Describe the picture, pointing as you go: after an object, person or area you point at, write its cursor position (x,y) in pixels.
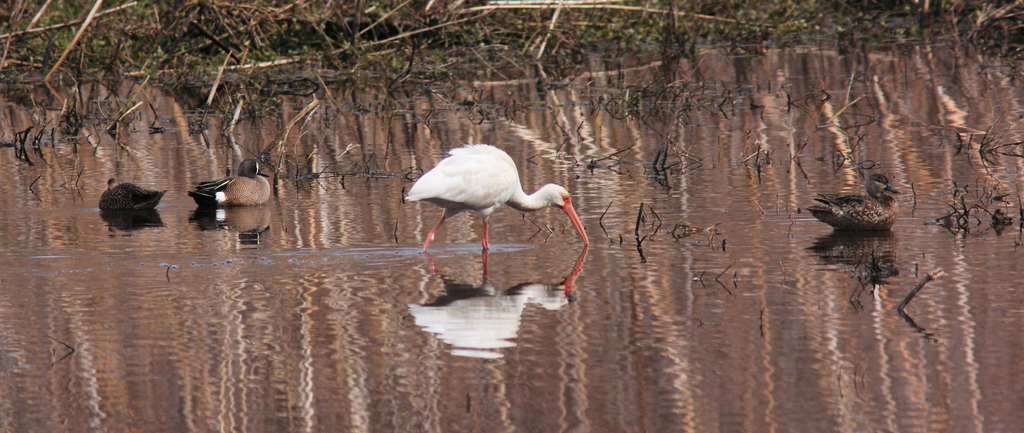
As we can see in the image there is grass (263,34), water (740,233) and birds (451,198).
